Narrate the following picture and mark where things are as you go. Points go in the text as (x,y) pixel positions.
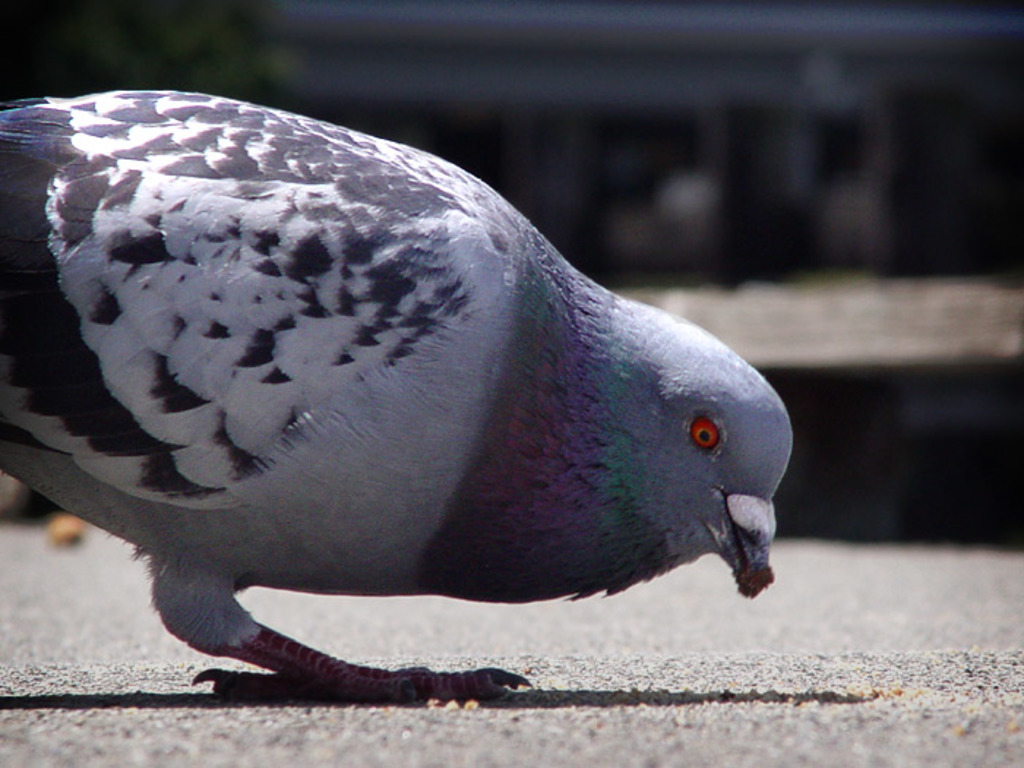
In this image we can see a pigeon (332,391) on the ground (678,725). In the background (978,468) it is blur.
